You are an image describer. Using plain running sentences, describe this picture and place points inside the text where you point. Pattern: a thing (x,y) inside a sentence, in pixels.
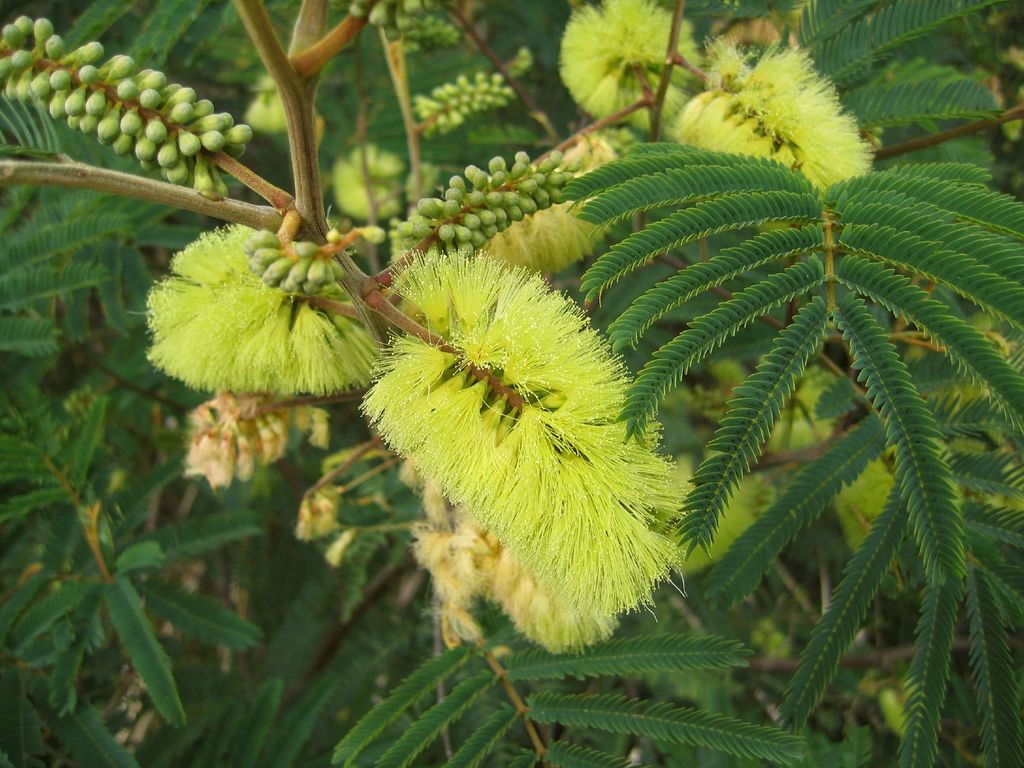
This picture containing a plant (618,387) which has flowers (268,340) and buds (536,184) of the flower (535,614). These flowers (546,620) are in green color.
